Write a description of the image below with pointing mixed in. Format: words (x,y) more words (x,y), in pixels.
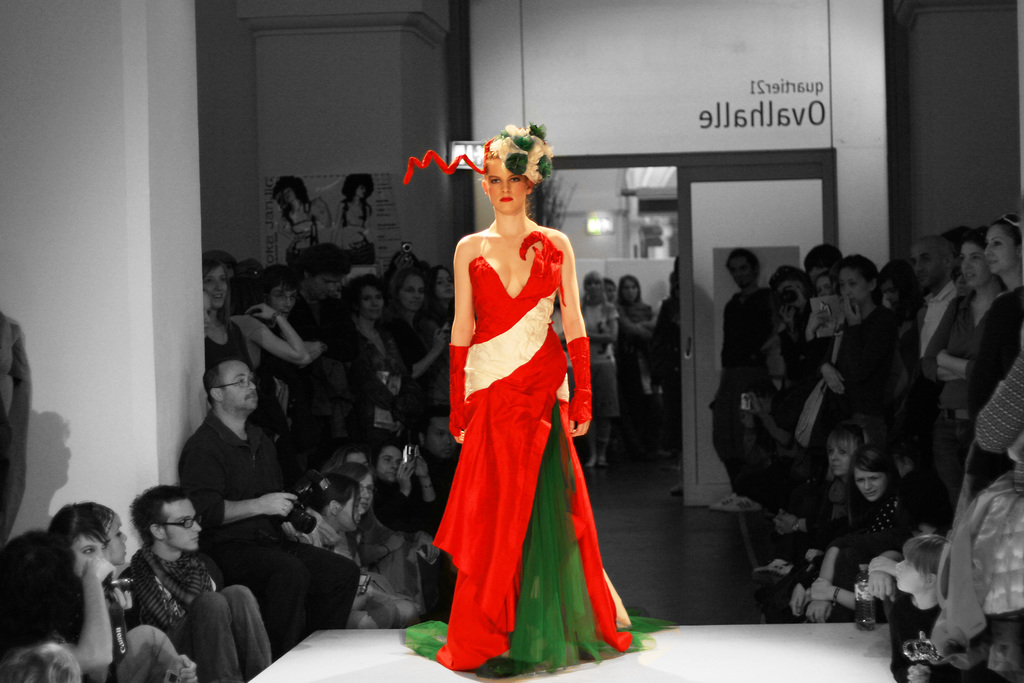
In this image I can see a woman (542,151) standing on a ramp (857,678) wearing a specially designed dress (477,417). I can see people (891,513) watching her on both sides of the ramp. I can see some other people (634,310) far behind her. I can see a door (696,453) and some text (729,105) above the door (676,157). There is a poster (279,228) on the wall (355,159) on the left hand side (324,223) with some text (268,220). The background (395,241) is black and white except the woman (507,135) standing on the ramp (662,670).
